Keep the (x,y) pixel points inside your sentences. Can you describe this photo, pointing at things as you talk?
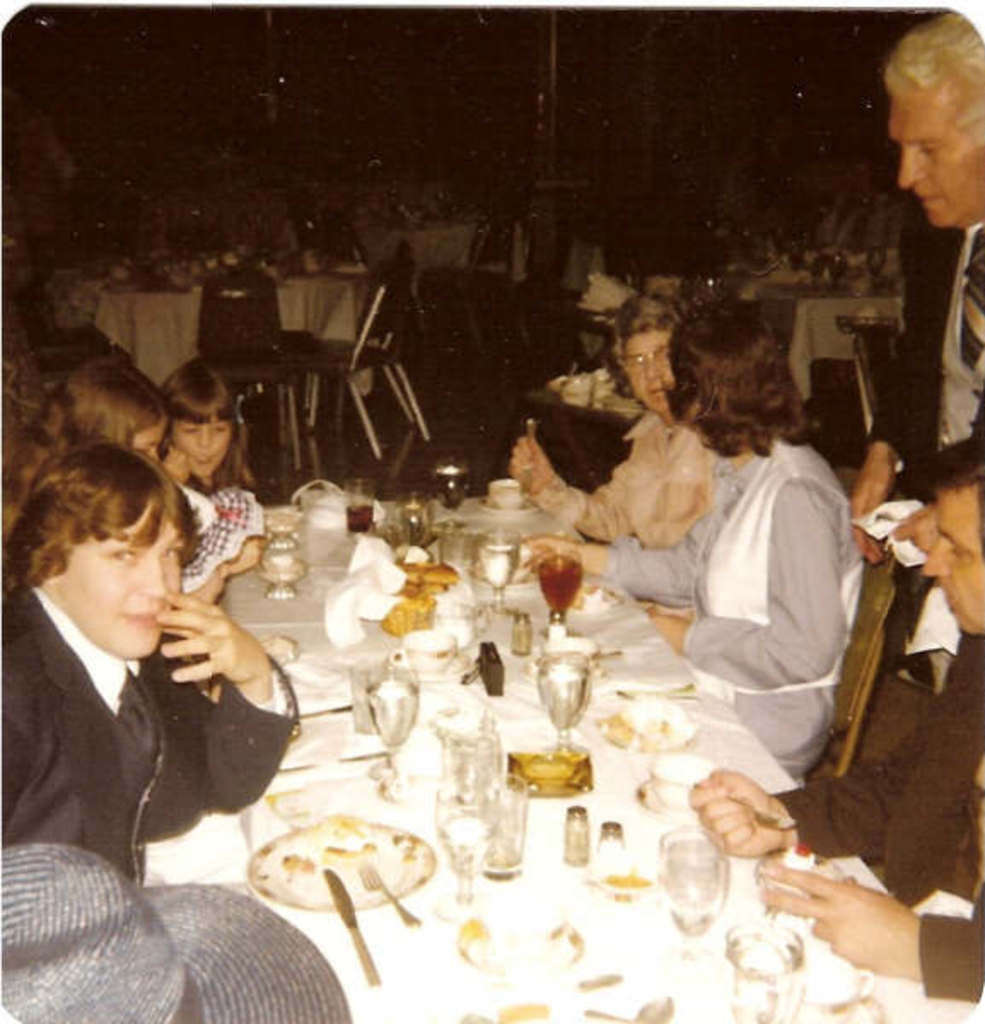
This is an edited image with the borders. In the center (542,612) there is a table (625,921) on the top of which glasses (484,784), plates (308,900), food items (432,591), knives (615,978), forks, spoons (656,1013) and many other items (518,497) are placed and we can see the group of persons (92,538) are sitting on the chairs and seems to be eating food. In the background (180,354) we can see there are many number of tables (149,302) and chairs (882,341) and many other objects (228,265). On the right corner (912,167) there is a person (935,281) standing on the ground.
